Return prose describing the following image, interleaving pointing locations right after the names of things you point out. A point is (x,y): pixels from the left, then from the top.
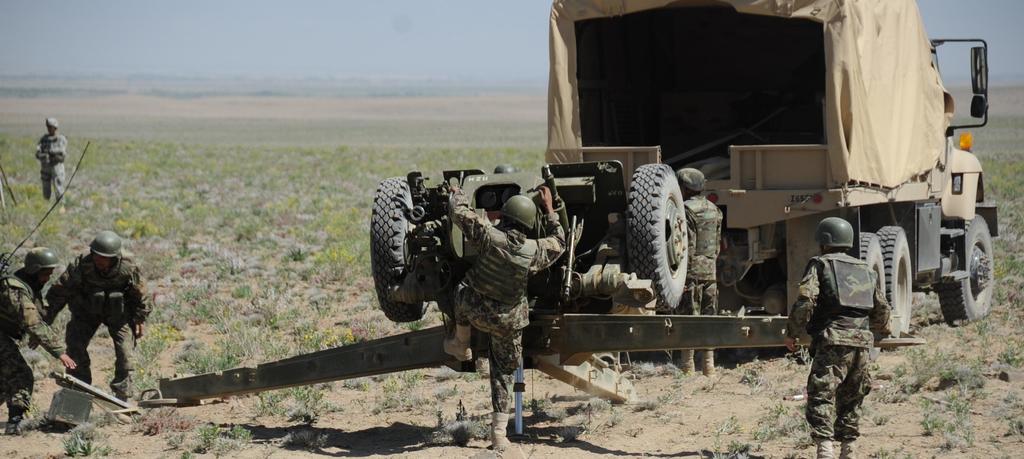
In this image there is the sky (240,23) towards the top of the image (215,44), there is ground (346,267) towards the bottom of the image (659,419), there are plants (155,191), there is a vehicle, there are men (28,298) standing, there is a man (49,143) towards the left of the image (17,312), there are objects (60,382) on the ground (257,412).
